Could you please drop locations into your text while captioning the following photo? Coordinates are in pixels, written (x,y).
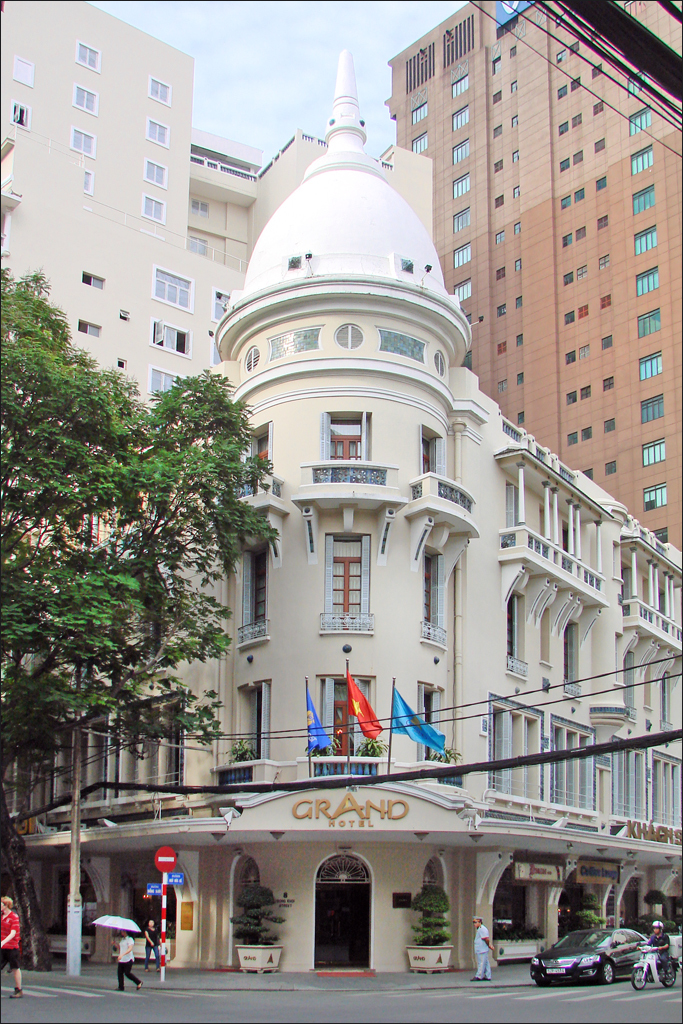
In this image there is a road (320,1000) at the bottom (288,1000). On the road (340,992) there are bikes (645,967) and cars (599,959). In the background (449,36) there are tall buildings (338,238) one beside the other. On the left side (116,525) there is a tree (70,612). There are three flags (365,703) in the middle of the building (345,731). On the footpath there are electric poles (74,767) to which there are wires (512,767).
